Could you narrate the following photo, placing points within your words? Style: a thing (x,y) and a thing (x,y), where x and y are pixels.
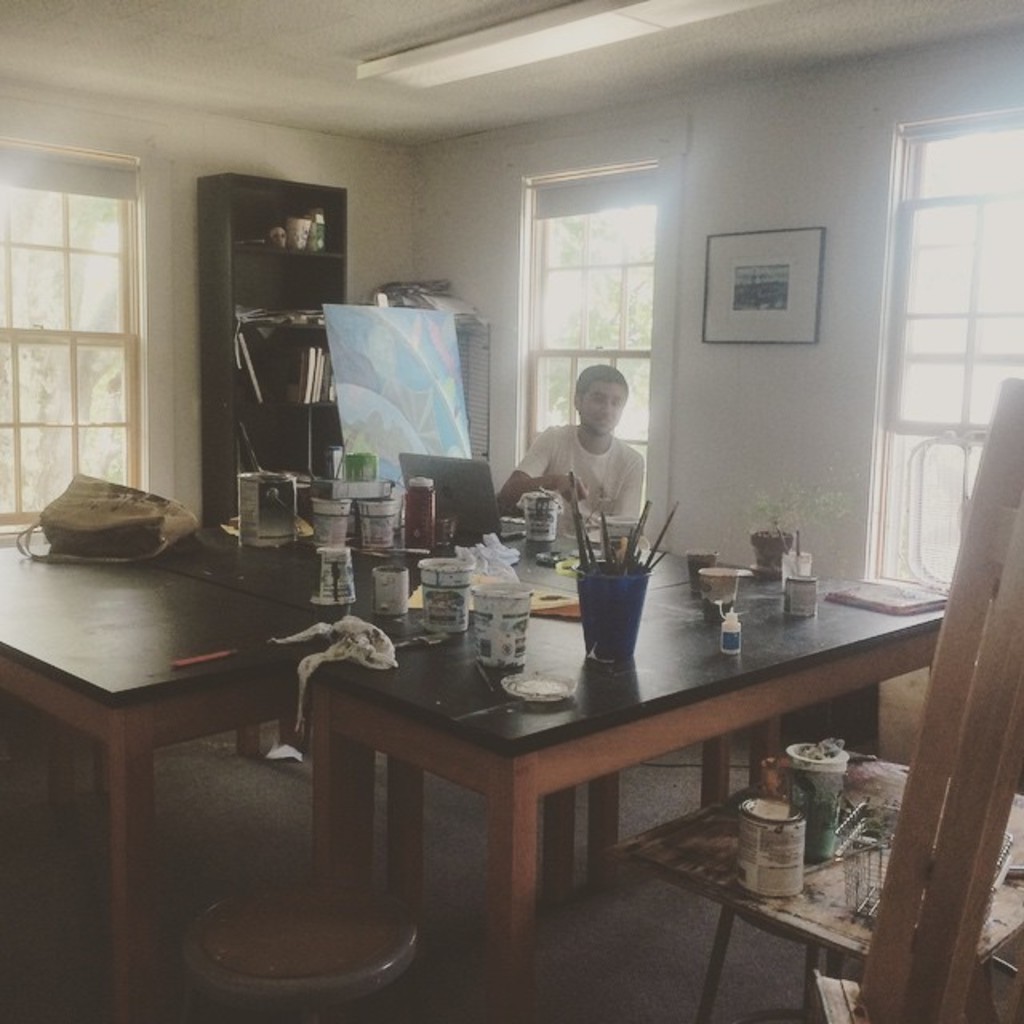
In this image, there is a stool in front of these tables (425,689). These tables (455,689) contains painting cups (518,601) and bag (145,519). There is cupboard (298,263) behind this board (377,411). There are three window (953,253) attached to the wall (669,307). This person (582,408) is sitting and wearing clothes (599,470). There is a photo frame (772,303) attached to the wall (701,329).
